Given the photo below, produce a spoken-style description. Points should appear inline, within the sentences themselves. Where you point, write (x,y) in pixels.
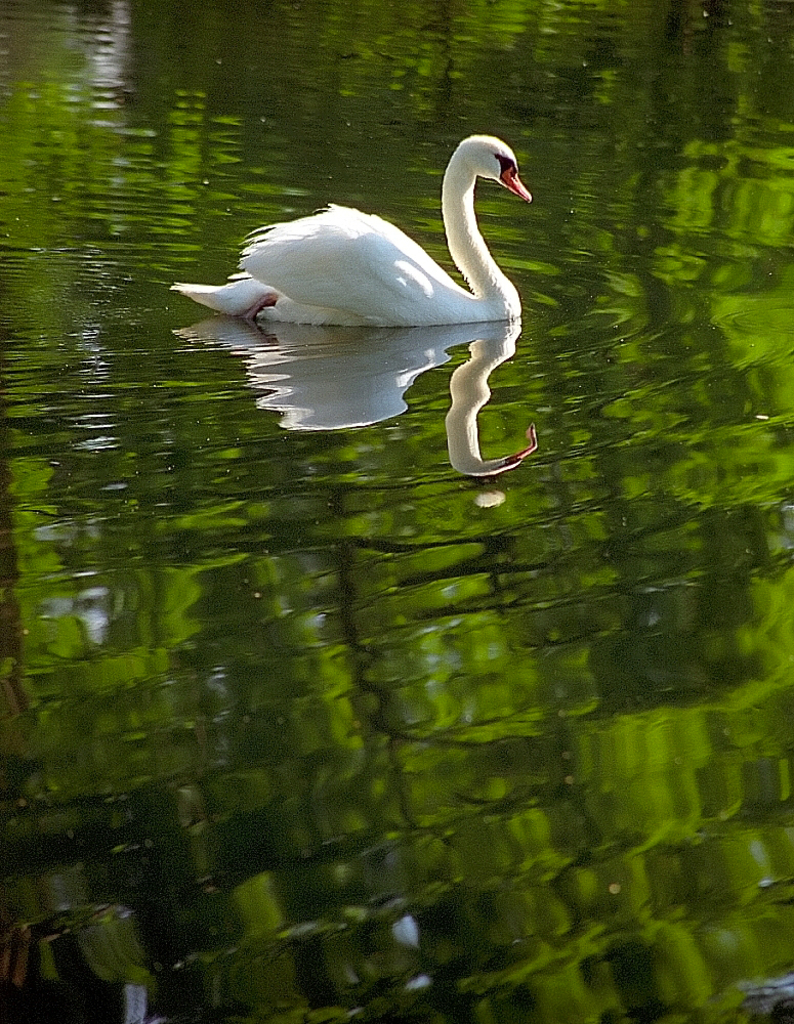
In this image we can see a swan (320,230) on the water (481,214). On the water (488,681) we can see the reflection (304,340) of a swan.
